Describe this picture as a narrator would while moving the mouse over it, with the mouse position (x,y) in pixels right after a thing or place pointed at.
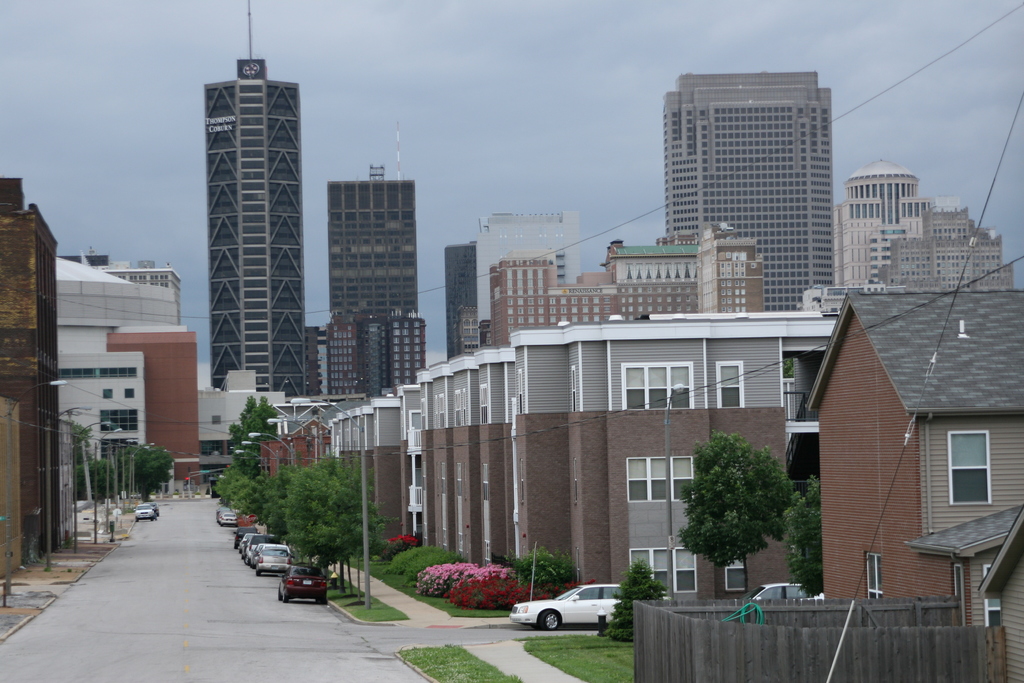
In this picture there is a road (223,653) with some cars (294,591) parked on the roadside (329,589) and some trees (267,515). On the right side (705,427) there is a brown color building (608,457) with glass windows (639,466). In the background (312,334) there are many skyscrapers (406,370).
